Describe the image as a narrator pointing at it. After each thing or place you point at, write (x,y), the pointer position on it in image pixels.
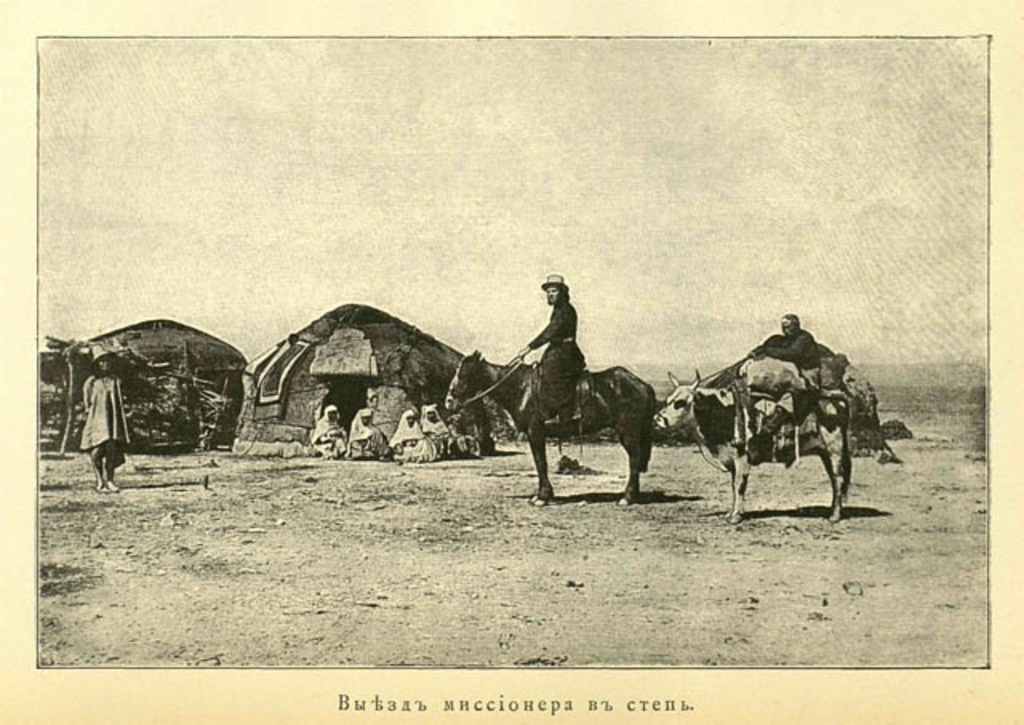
In this picture we can observe some people (472,432) sitting in the ground (327,497). There are two persons (545,340). One of them is sitting on the horse (538,387) and the other is sitting on the cow (689,401). There are huts (145,332). In the background (399,213) there is a sky (475,213). This is a black and white image.
